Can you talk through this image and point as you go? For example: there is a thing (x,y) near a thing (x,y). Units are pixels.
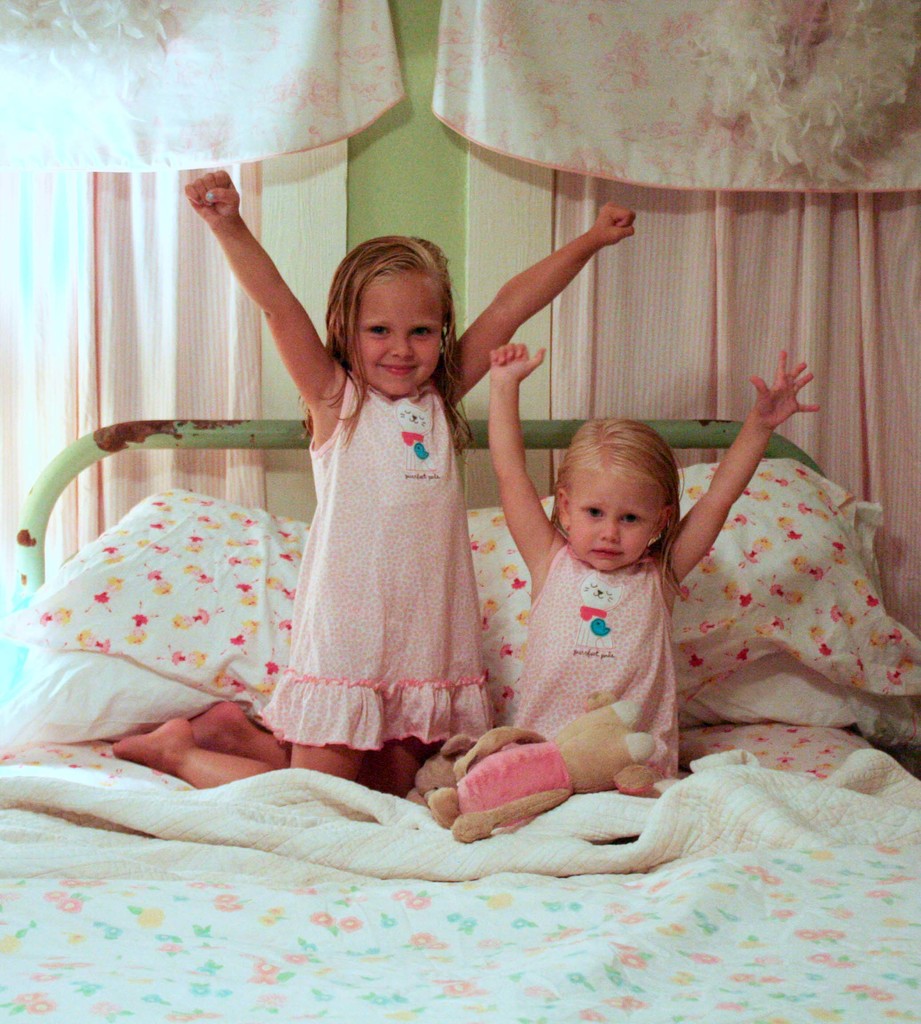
At the bottom of the image (833,688) there is bed (323,1016), on the bed (843,732) two girls (560,598) are sitting and smiling. At the top of the image (692,24) there is wall (407,31), on the wall (407,31) there is curtain (498,6).
